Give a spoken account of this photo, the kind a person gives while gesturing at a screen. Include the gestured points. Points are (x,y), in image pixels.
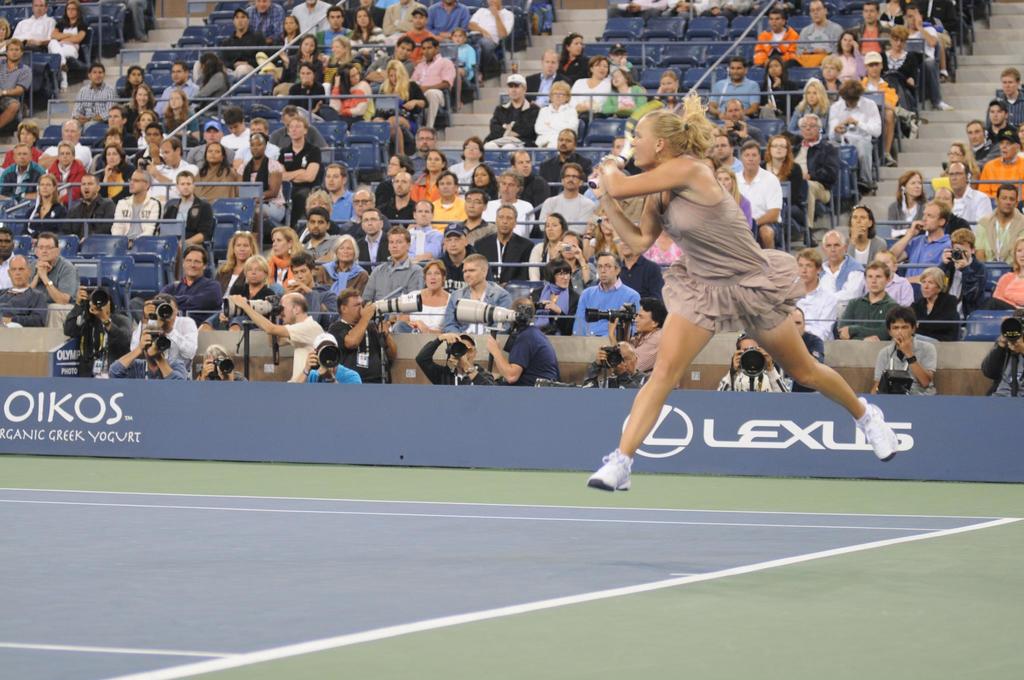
a person (687,294) is playing tennis, holding a racket (620,162) in her hand (607,170). behind her people (481,24) are seated on the chairs (704,33) watching her. below them in the front (603,344) there are cameramen (554,371).
